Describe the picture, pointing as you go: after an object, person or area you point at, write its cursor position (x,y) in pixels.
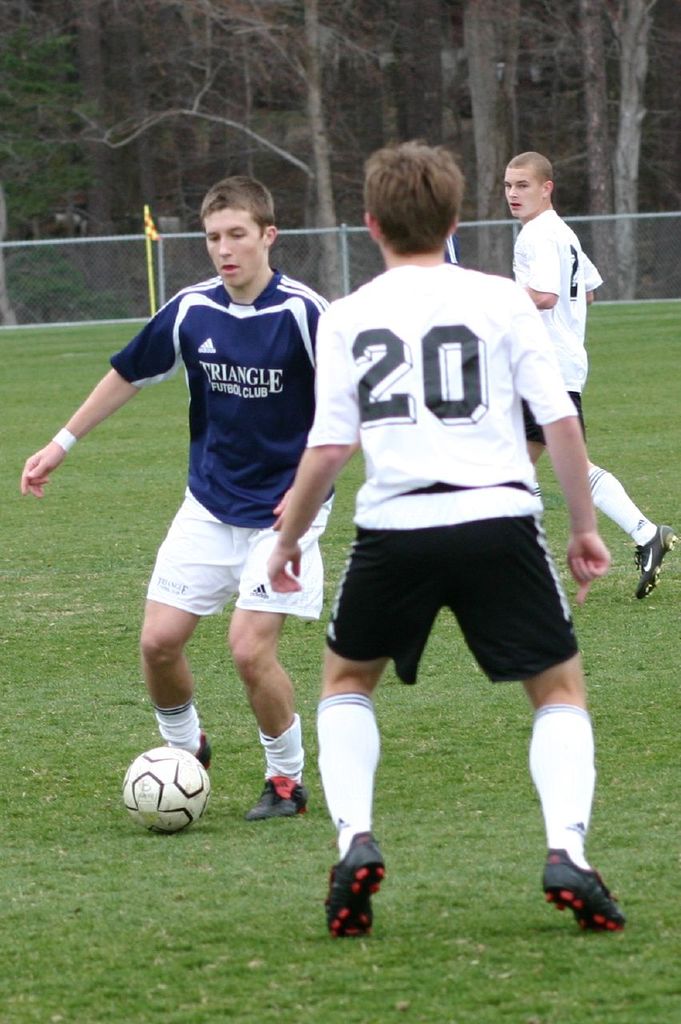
In this image these are the three persons (294,369) who are playing a game. on the left side (189,341) middle a person (241,416) wearing a blue t-shirt (241,417) going to kick a ball (162,764). And there's grass (101,693) on the ground (96,687). on the person (183,348) with blue colour t-shirt (159,369) wearing a band (65,447) on his hand (62,455) and in front of him there is a person (409,426) wearing a white shirt (411,426) on that shirt (411,424) there is a twenty number (402,395) written on that. In front of him there is person (553,271) with white t-shirt (547,258). And background of the image (484,136) there are some trees (445,88). In Front of the tree (326,205) there is a fence (314,229).
